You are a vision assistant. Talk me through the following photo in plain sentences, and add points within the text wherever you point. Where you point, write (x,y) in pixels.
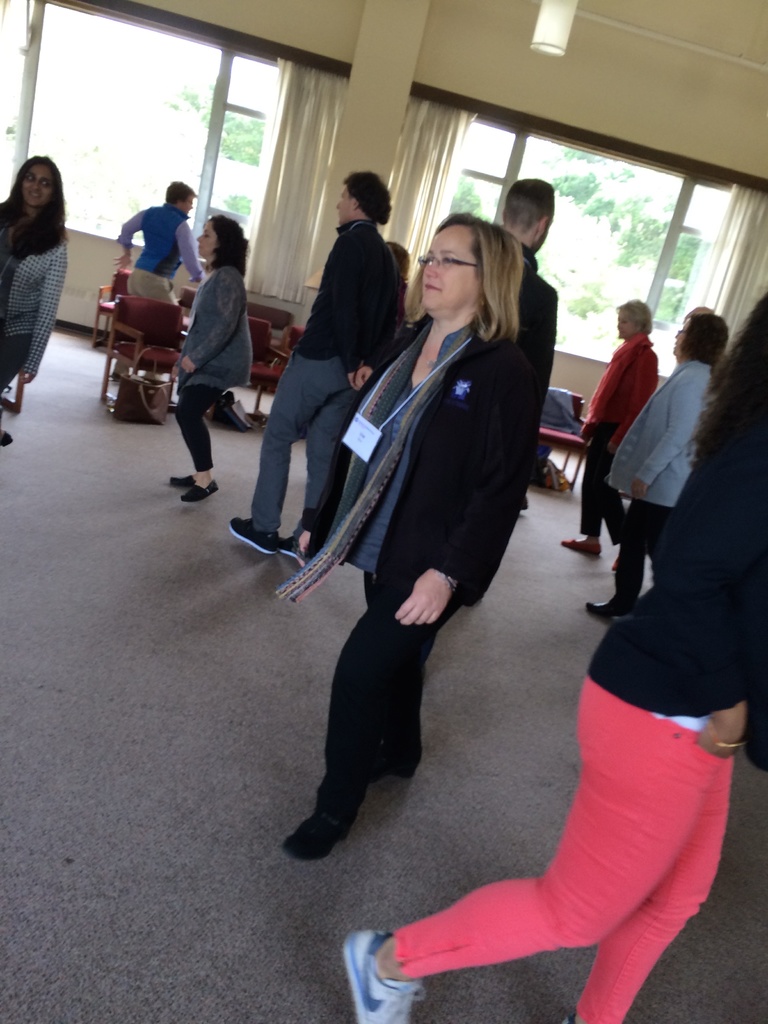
There are so many people (668,611) walking on floor (45,483) beside her there are so chairs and windows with curtains (759,289).
